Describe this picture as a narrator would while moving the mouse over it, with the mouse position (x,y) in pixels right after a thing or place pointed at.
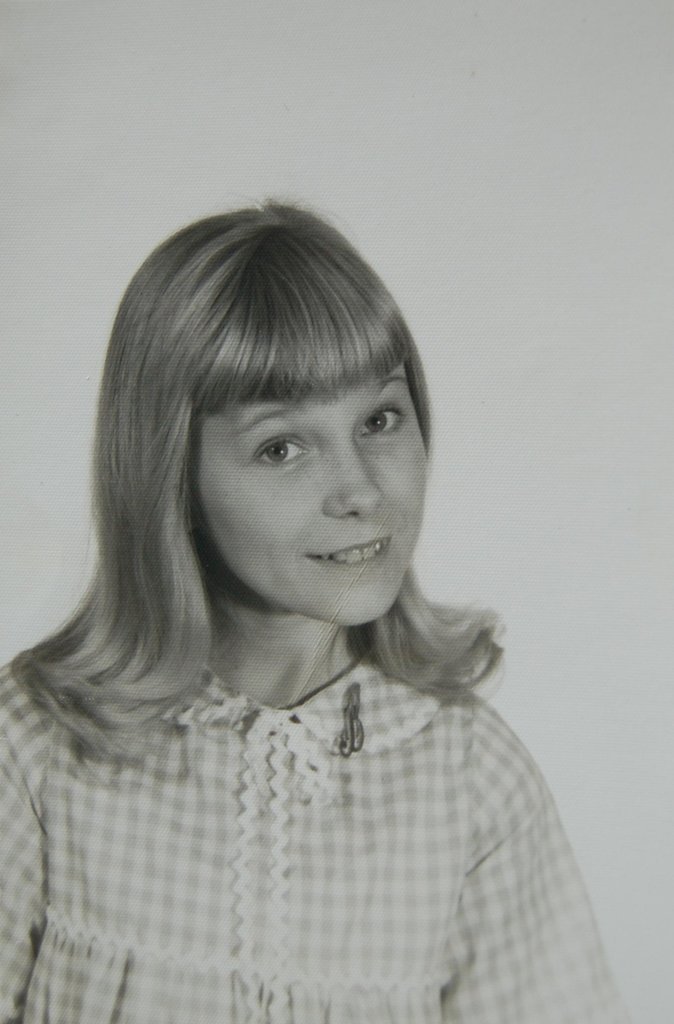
This is black and white image in this image there is a girl (241,793).
